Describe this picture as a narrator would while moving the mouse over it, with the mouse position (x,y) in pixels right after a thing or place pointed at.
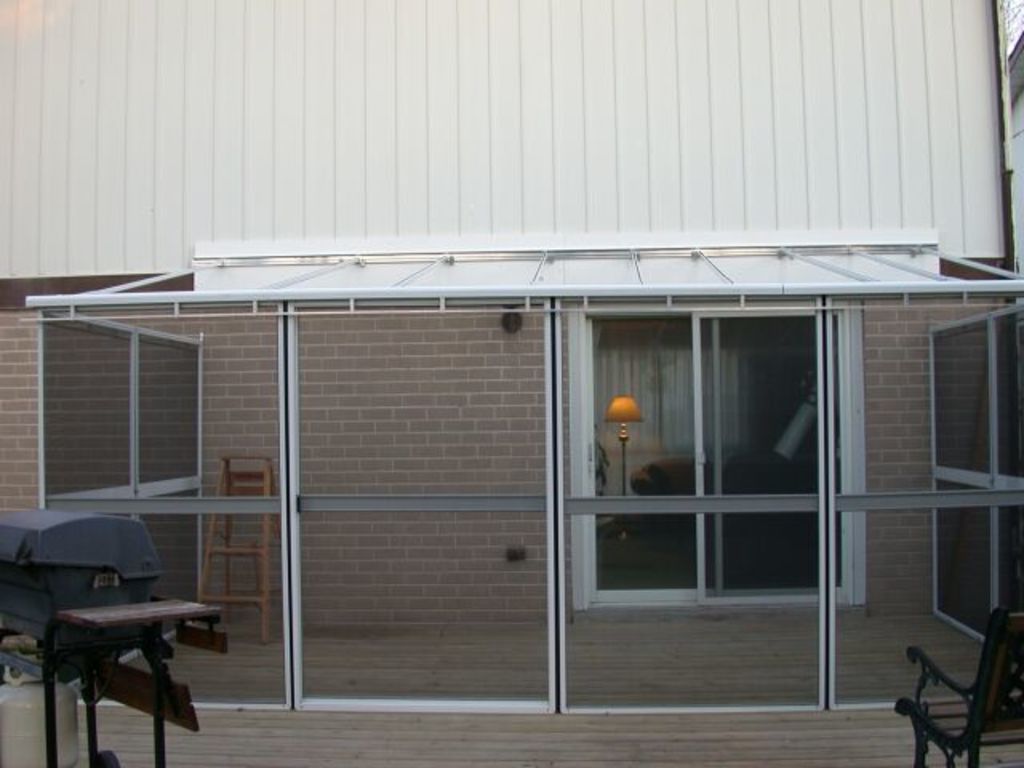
In this image I can see a building (241,252) in the background (757,457) and I can also see a lamp (609,415) through the door (665,482). On the left side of this image (58,746) I can see a ladder (226,482) and a grill equipment (6,758). On the right side of this image (919,714) I can see a bench (923,661).
